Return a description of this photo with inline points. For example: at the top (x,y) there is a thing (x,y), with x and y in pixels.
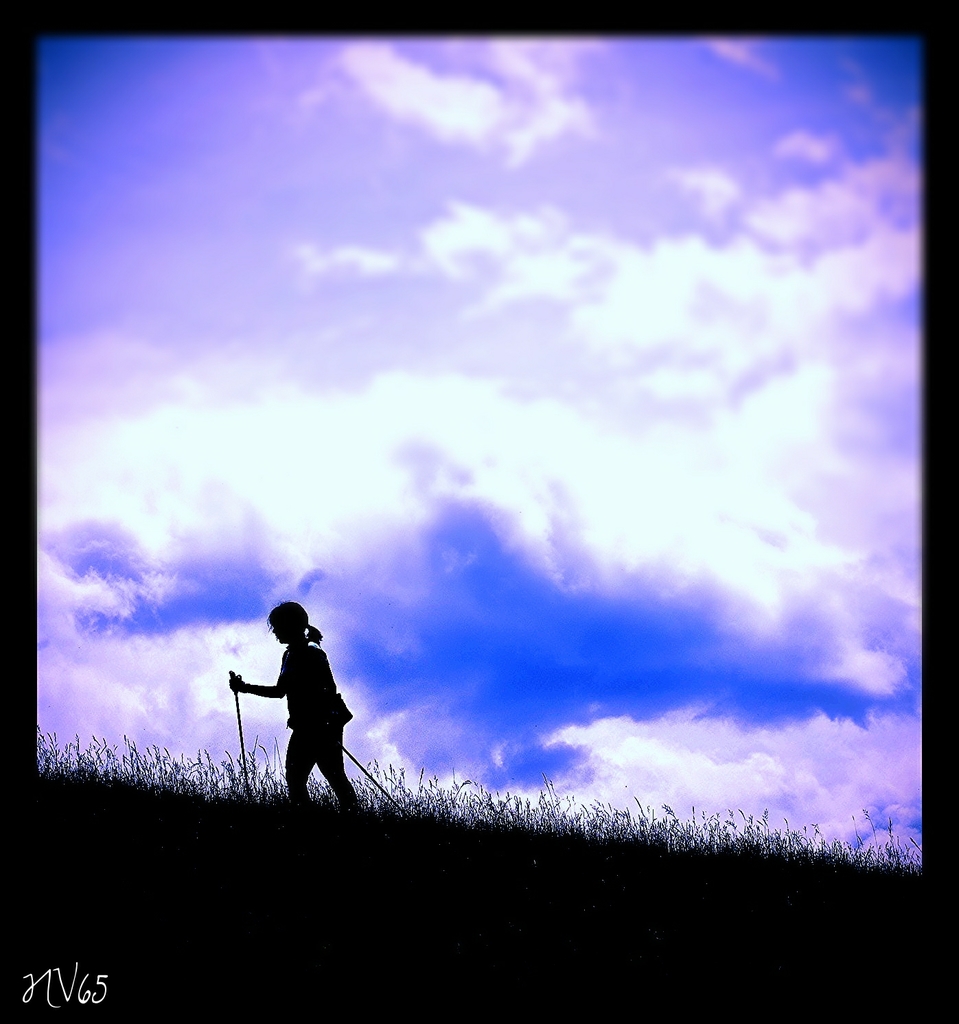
In this image there is a girl (306,772) walking on the ground (313,815) by holding the sticks (240,722). At the bottom (296,867) there is grass (389,867). At the top (300,273) there is the sky (321,331) with clouds (534,542).
